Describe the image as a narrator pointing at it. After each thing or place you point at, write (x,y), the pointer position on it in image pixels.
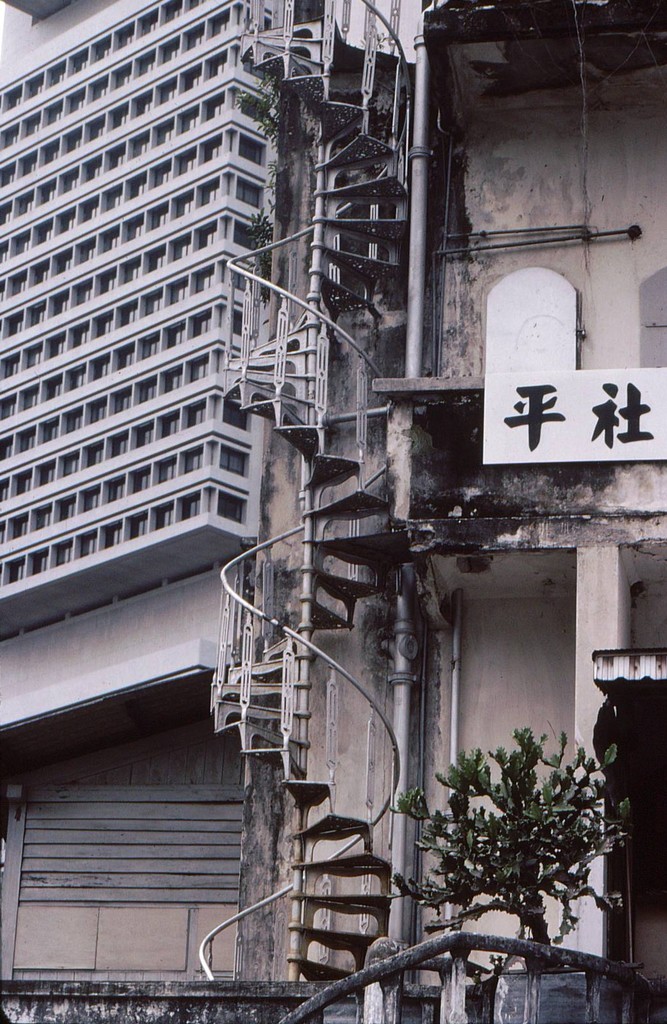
In the middle of the image (291,355), there are steps (325,421) of a building (620,320). On the right side (583,782), there is a plant (544,787). In the background (143,4), there is a building (70,409) having windows (136,229).
